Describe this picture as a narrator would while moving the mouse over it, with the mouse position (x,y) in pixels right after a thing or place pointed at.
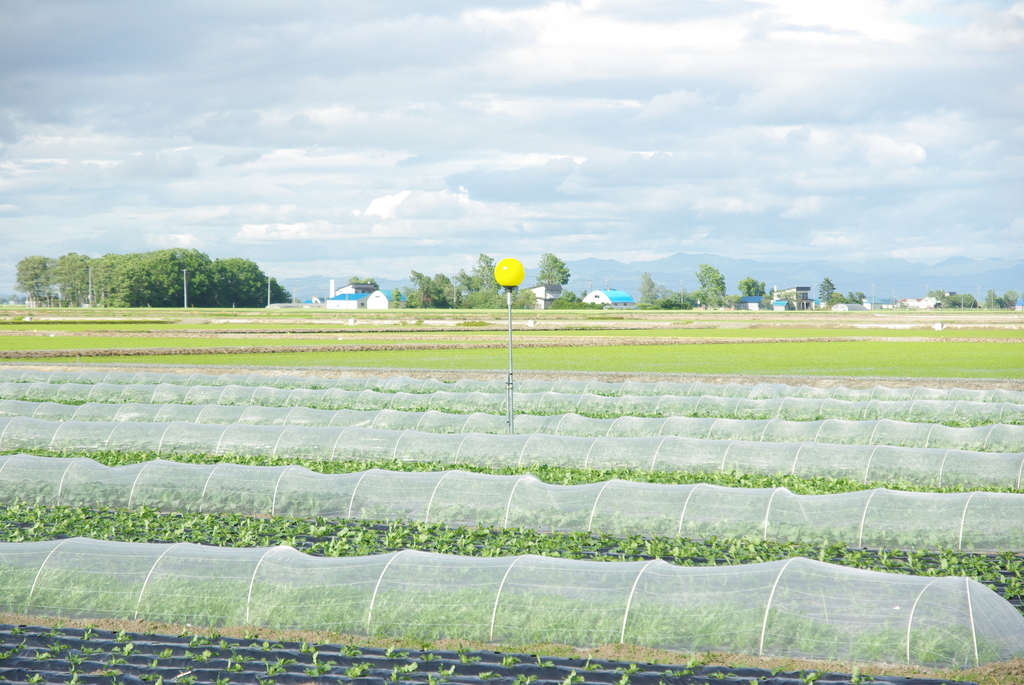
In this image we can see some farm lands (403,426) and at the background of the image (769,240) there are some trees (665,300), houses (610,297) and sunny sky (341,193).
